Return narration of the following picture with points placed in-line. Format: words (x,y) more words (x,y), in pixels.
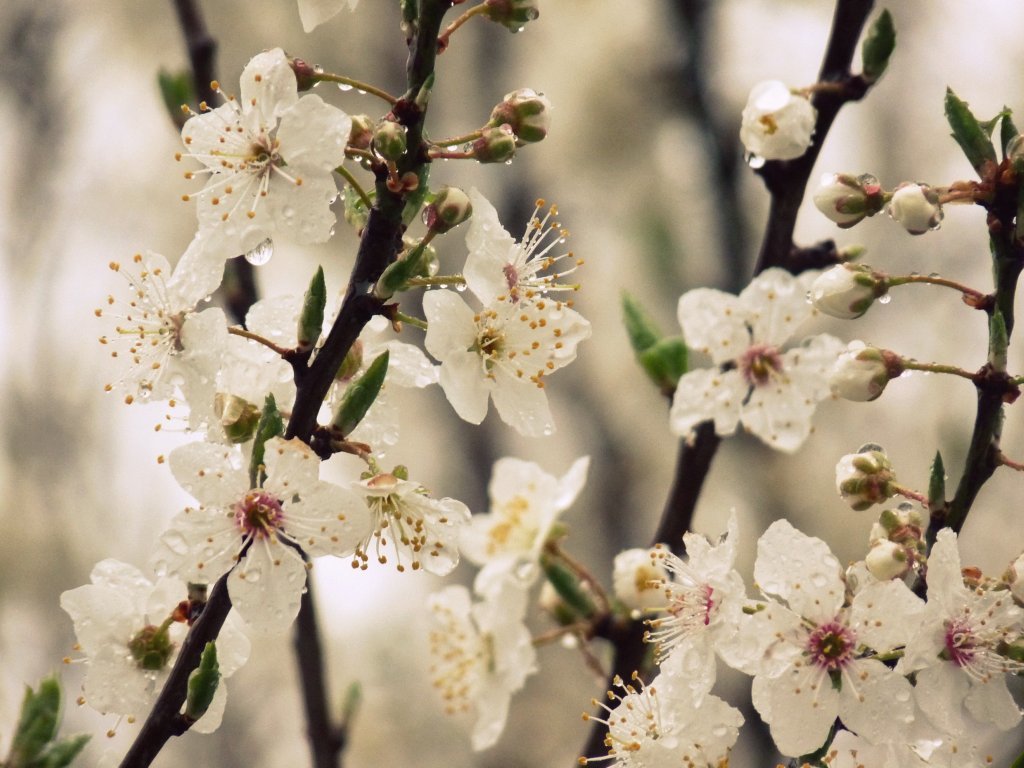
In this image there are flowers (449,340), leaves (425,193) and buds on the stems (428,159).
